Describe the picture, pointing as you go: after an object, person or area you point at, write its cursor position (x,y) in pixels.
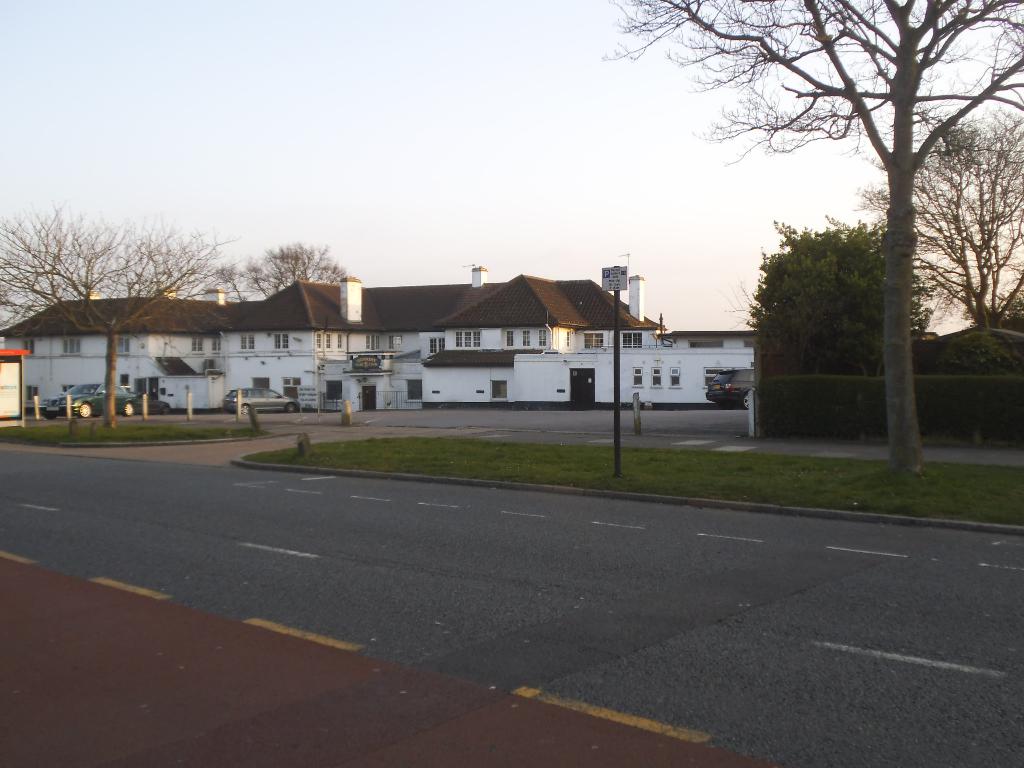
In this image we can see road (622,626), pole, board (620,286), grass (384,440), cars (248,401), plants (859,396), houses (307,300), and trees (253,271). In the background (480,174) there is sky (673,209).
